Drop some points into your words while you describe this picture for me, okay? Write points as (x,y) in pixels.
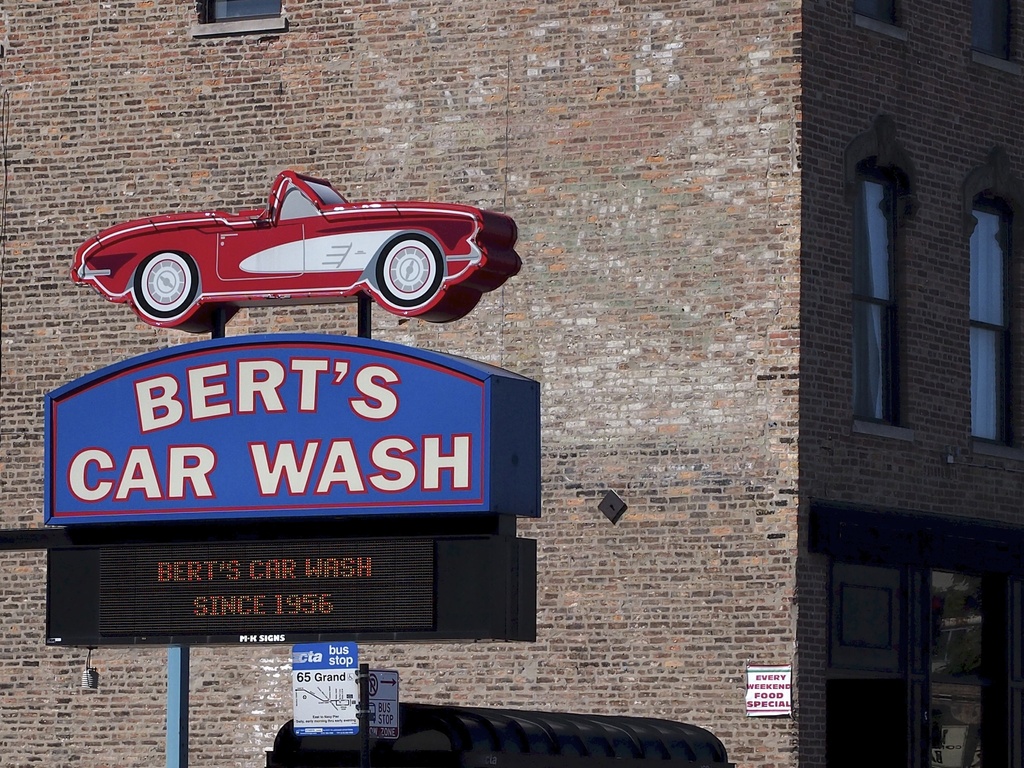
There are sign boards (377,490) on the left side of this image (216,578) and there is a building (612,411) in the background (796,495).
